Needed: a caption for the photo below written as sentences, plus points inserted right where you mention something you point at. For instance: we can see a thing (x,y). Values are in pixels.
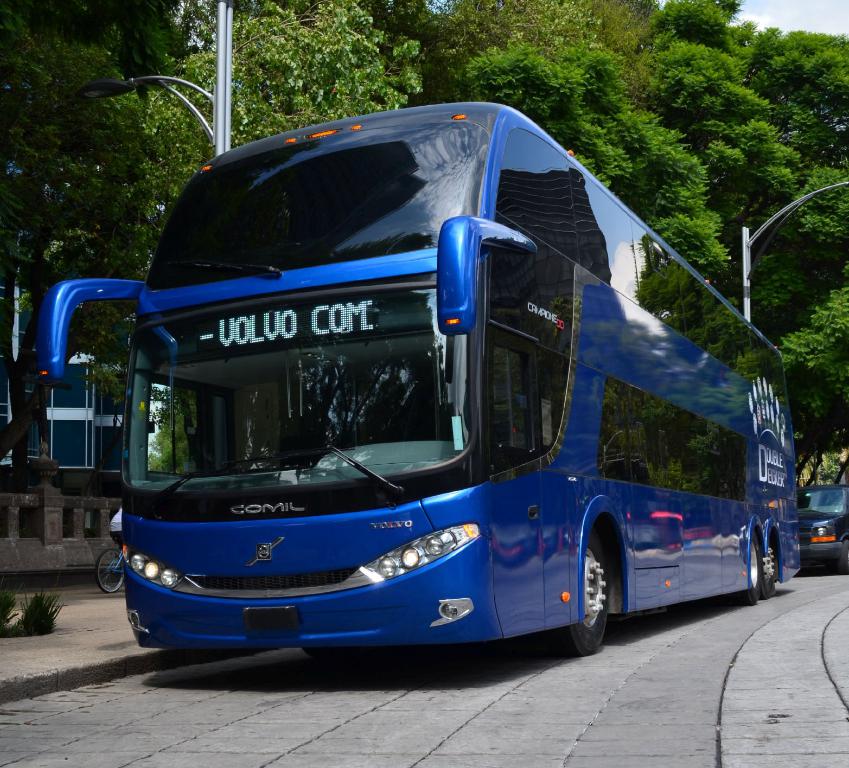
In the foreground of the image (197,687) we can see the road (652,690). In the middle of the image (544,259) we can see the big bus (506,568) which is in blue in color. On the top of the image (827,176) we can see trees (709,197).
